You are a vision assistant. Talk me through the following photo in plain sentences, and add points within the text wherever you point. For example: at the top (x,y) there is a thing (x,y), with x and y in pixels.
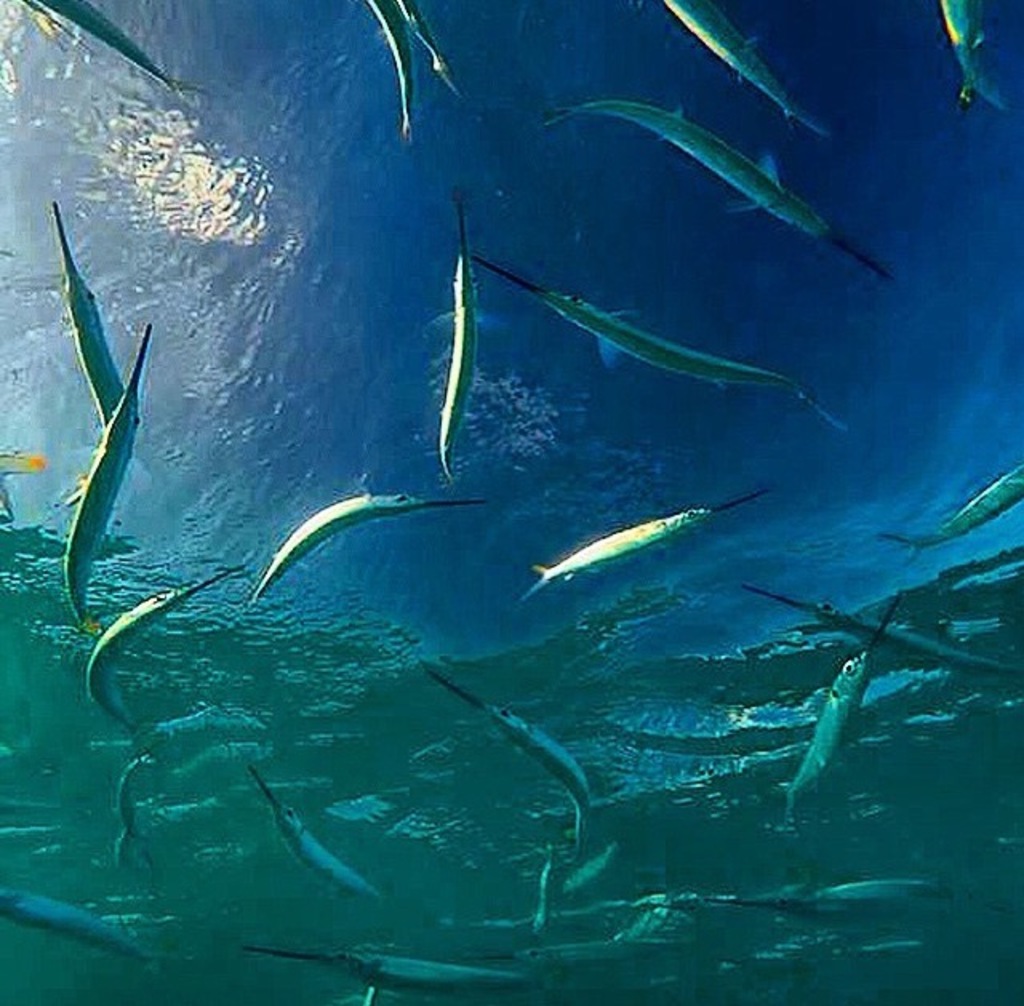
In this picture, we see the fishes (603,545) are swimming in the water (433,591). This water (498,497) might be in the sea (843,527) or in the aquarium (368,386).
